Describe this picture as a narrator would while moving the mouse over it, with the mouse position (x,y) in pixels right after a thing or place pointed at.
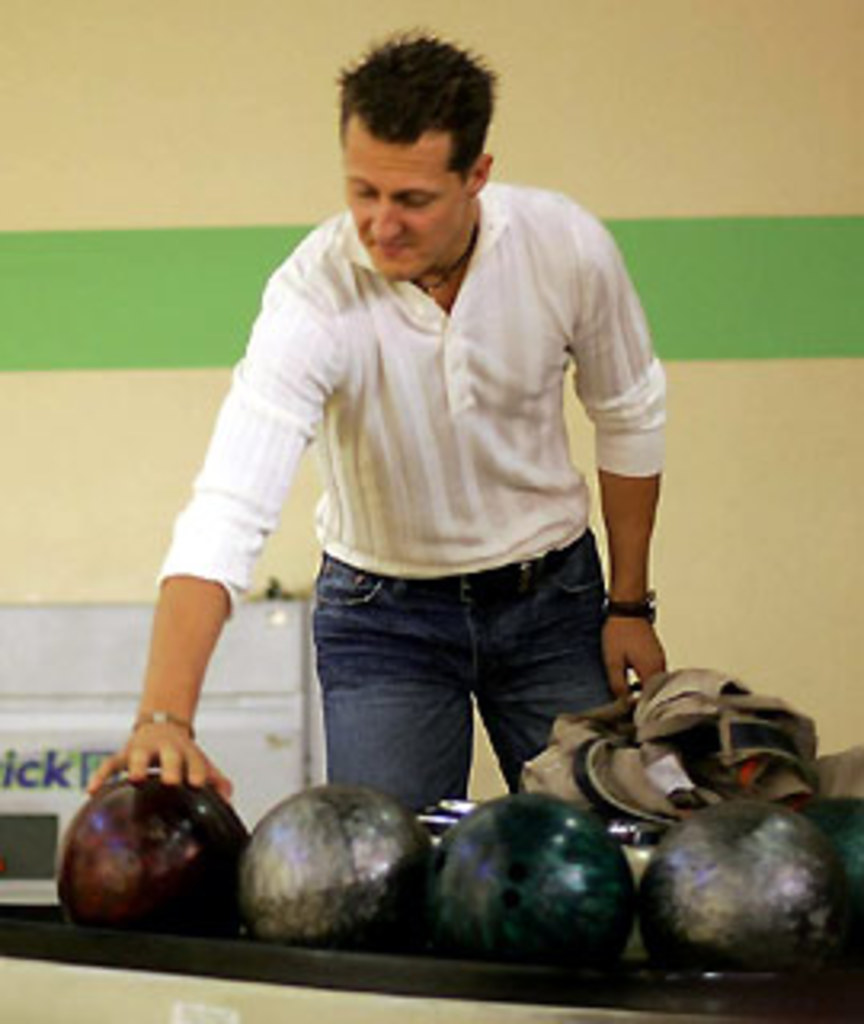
The person (508,426) wearing white shirt (429,445) is standing and placed his hand (158,746) on a ball (154,794) and there are few other balls (516,886) beside it.
